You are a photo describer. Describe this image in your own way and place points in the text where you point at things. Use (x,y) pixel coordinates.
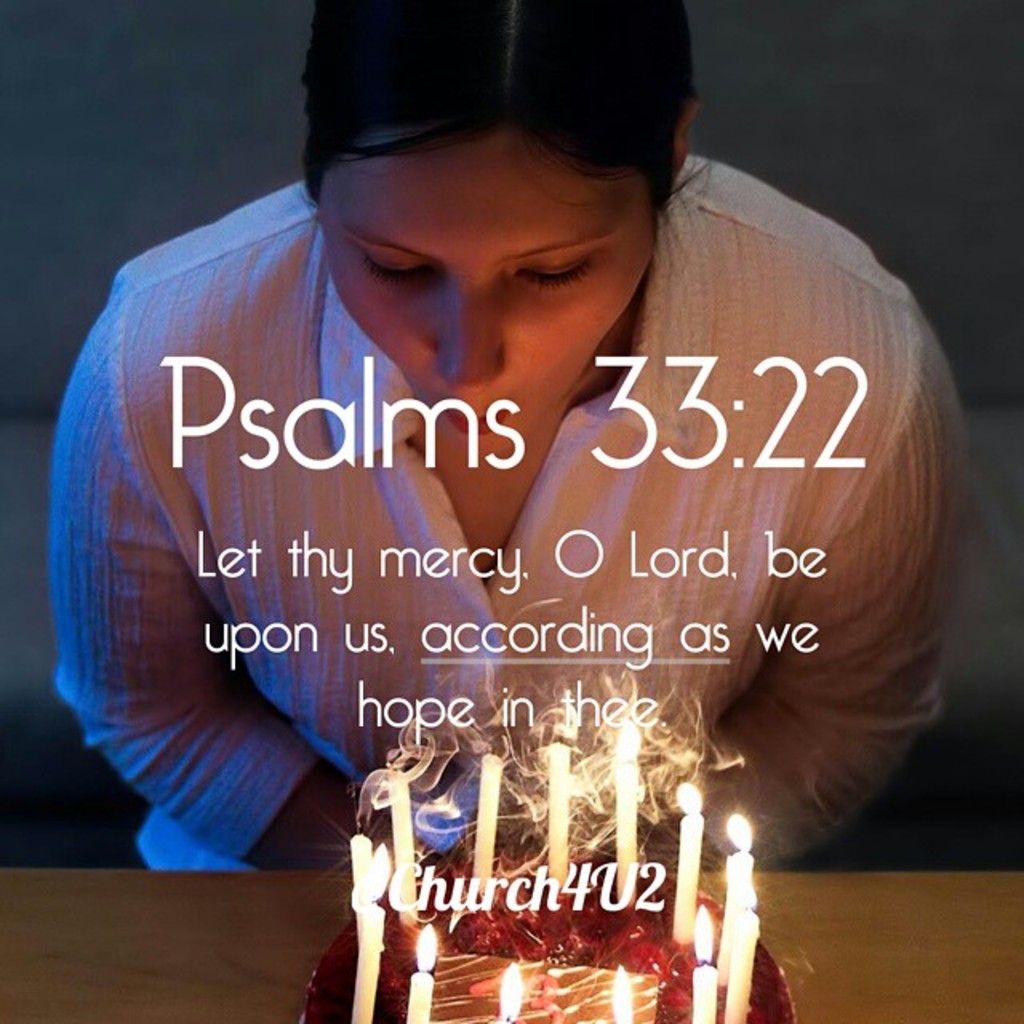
In the image I can see a lady (461,467) who is blowing the candles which are on the cake (441,981) and also I can see something written on it.
